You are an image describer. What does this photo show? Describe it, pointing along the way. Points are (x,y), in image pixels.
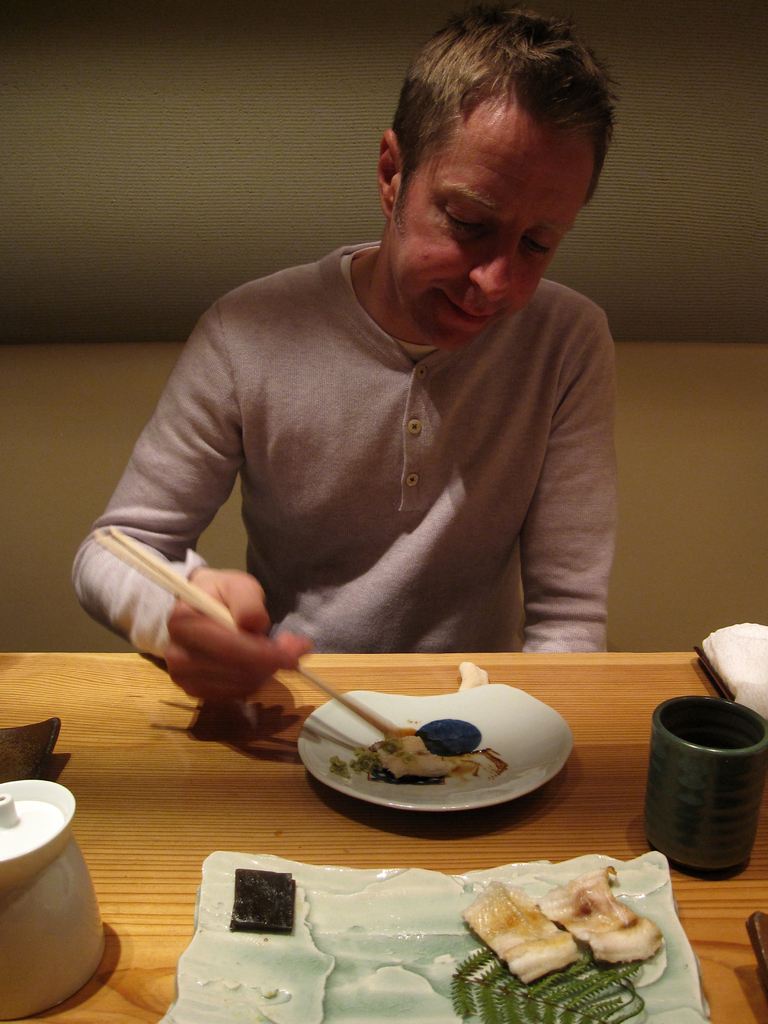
In the picture we can see a man (310,617) sitting in the chair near to the table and holding a chopsticks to have something which is on the plate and we can find cup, tissues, food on the table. The man (403,323) is wearing a T-shirt (298,620). In the background (767,257) we can see a wall (49,597).
